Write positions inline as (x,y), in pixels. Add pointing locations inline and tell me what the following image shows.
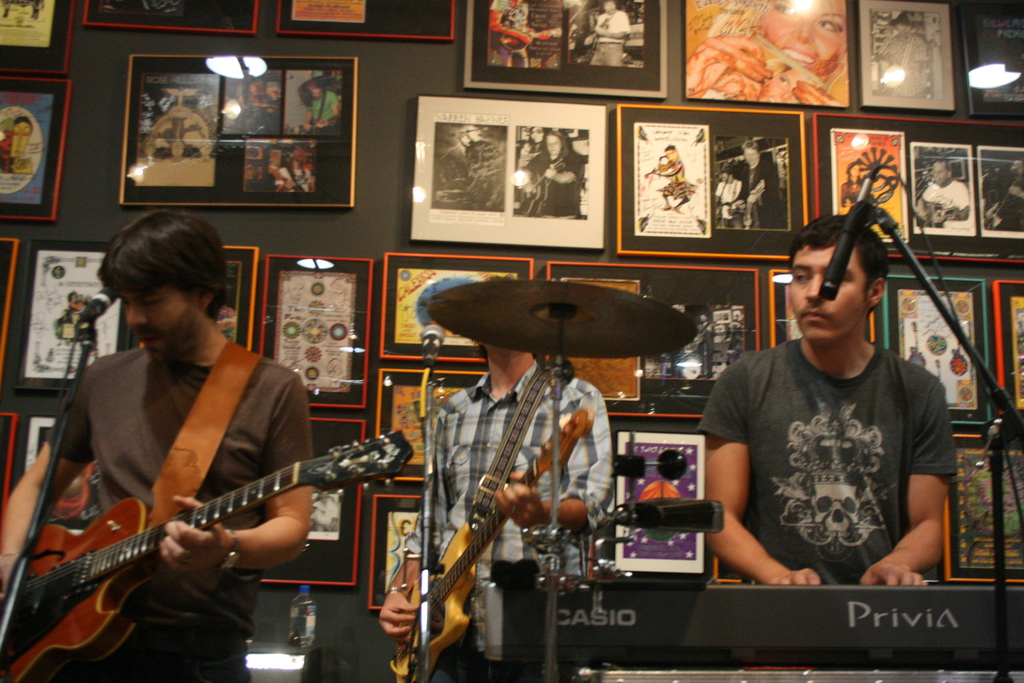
In the middle (517,400) there is a man (477,457) he wear check shirt (478,439) he hold a guitar (540,468). On the right (836,416) there is a man (808,433) he wear black t shirt (801,473), he is playing piano (729,630). On the left (155,429) there is a man (154,411) he wear brown t shirt (221,479) and trouser (181,655), he holds guitar (118,572). I think this is a stage performance. In the background (646,447) there are many photo frames (519,140) and wall (389,119).
